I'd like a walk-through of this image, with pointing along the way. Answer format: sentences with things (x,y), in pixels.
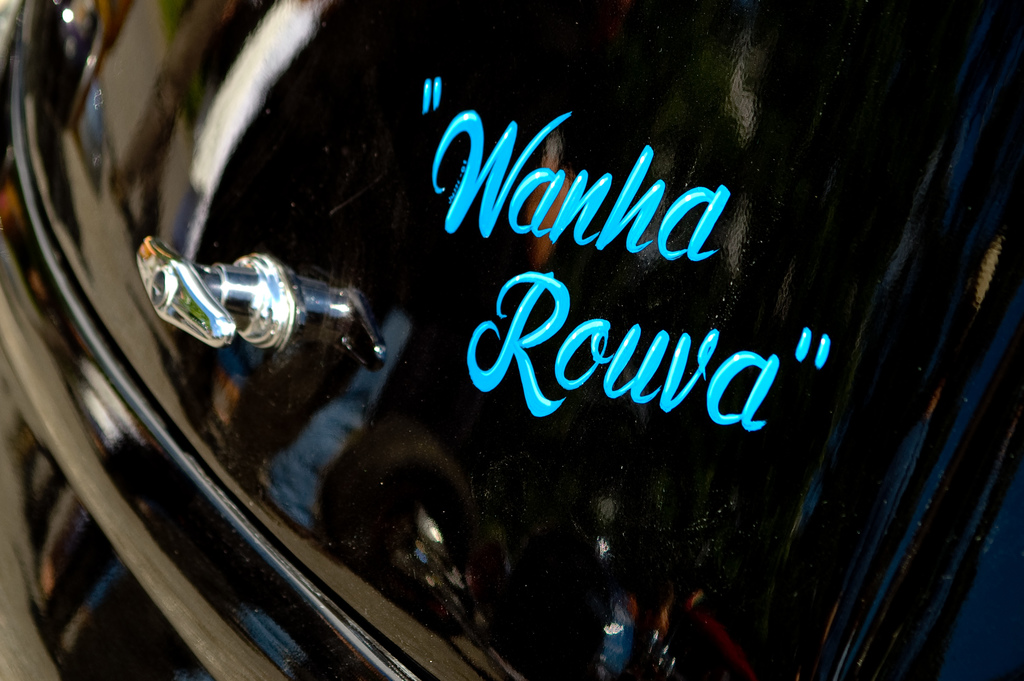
In this picture we can see some words (577,383) are written on the vehicle (575,459).
